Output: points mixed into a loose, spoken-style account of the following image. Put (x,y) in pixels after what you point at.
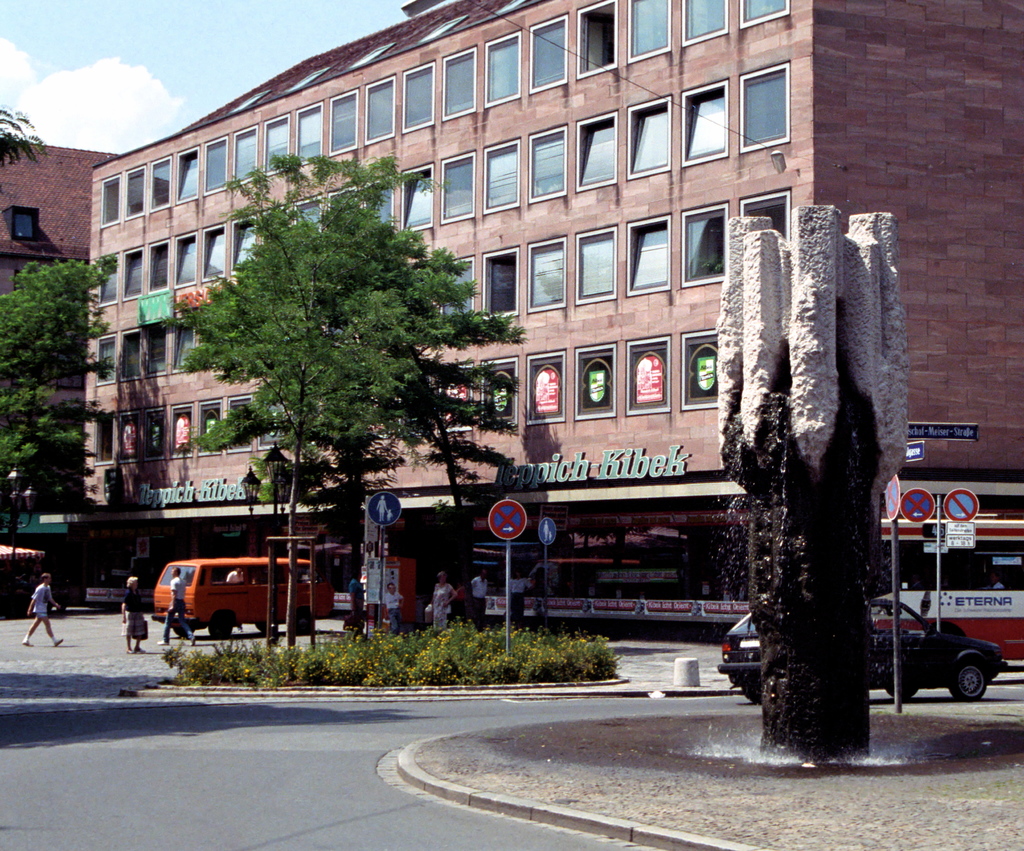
There is a tree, sign boards (496,519) are present. There are people (169,609), vehicles (262,581) and buildings (544,205).
